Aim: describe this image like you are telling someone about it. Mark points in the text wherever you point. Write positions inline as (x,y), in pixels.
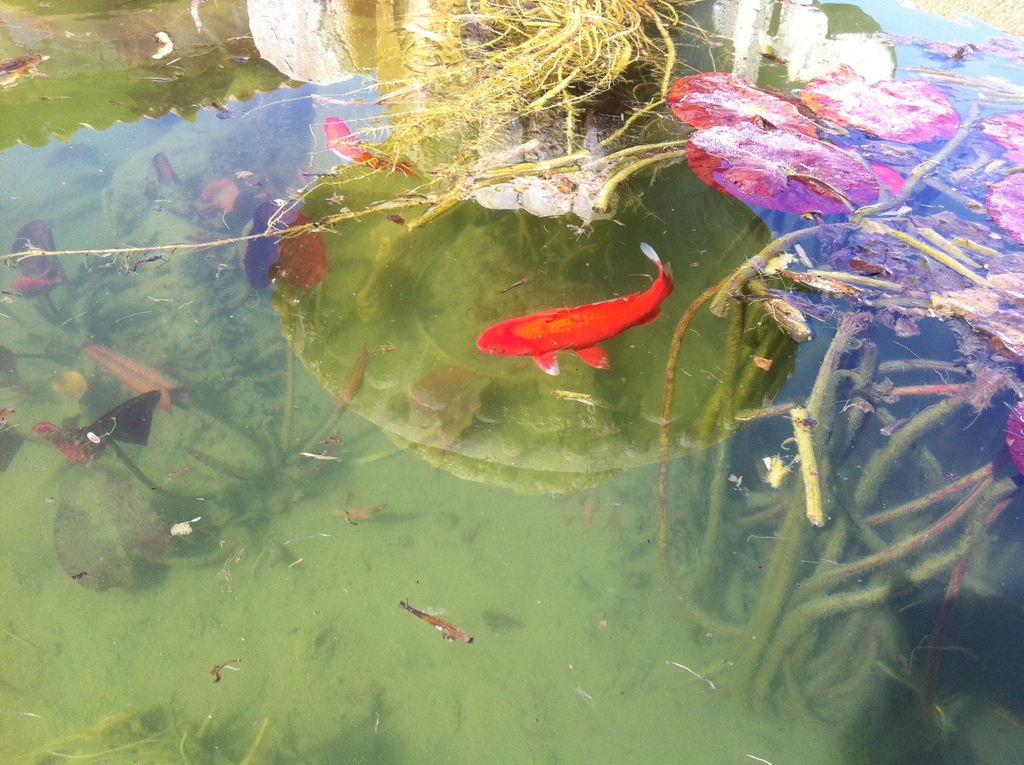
In this image I can see the water (456,532) and few plants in the water (577,528) which are green in color. I can see few leaves (813,183) which are pink and red in color. I can see a fish (669,290) which is red, orange and white in color.
